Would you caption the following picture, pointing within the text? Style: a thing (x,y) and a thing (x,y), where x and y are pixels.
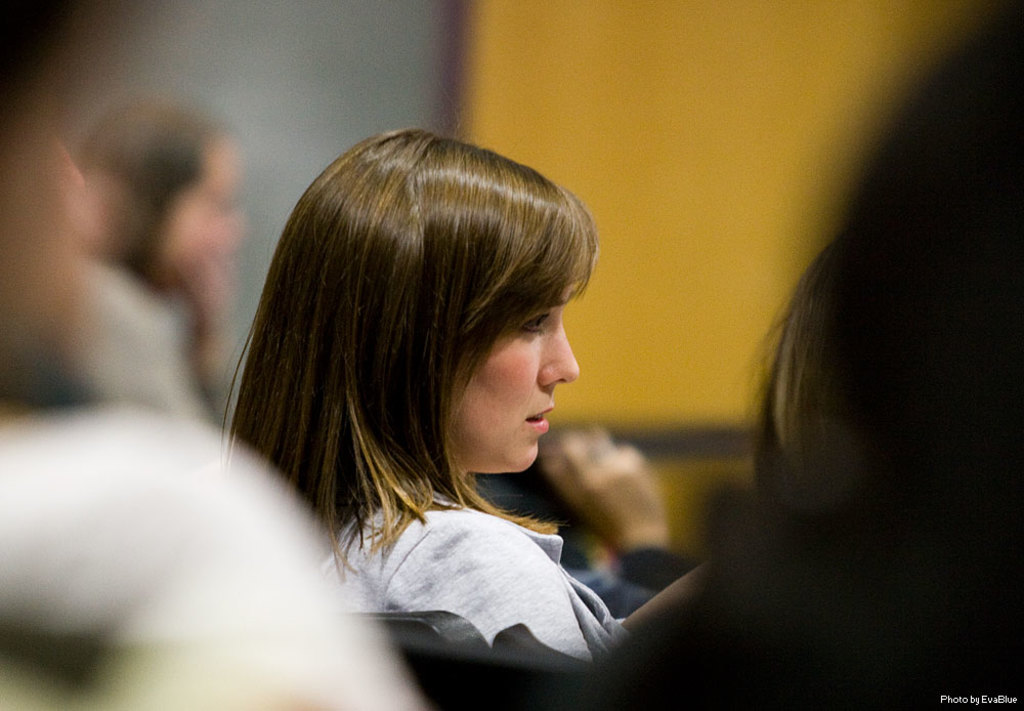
Here in this picture we can see a woman (461,555) sitting on a chair (464,624) over there and we can see other people (192,297) also beside her sitting over there.
